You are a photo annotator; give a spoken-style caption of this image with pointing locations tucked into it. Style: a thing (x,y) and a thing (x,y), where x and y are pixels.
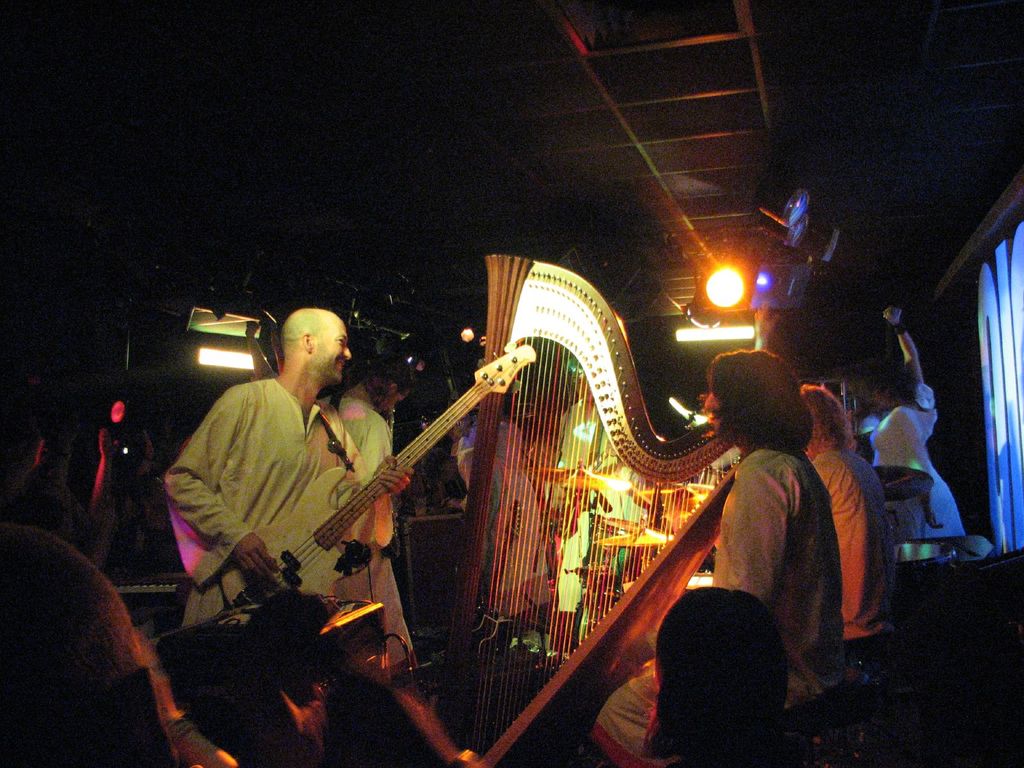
In this image I can see a person (244,487) is holding musical instrument (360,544). I can see few people (721,534) are sitting. Back I can see lights (716,270) and dark background (396,241).
